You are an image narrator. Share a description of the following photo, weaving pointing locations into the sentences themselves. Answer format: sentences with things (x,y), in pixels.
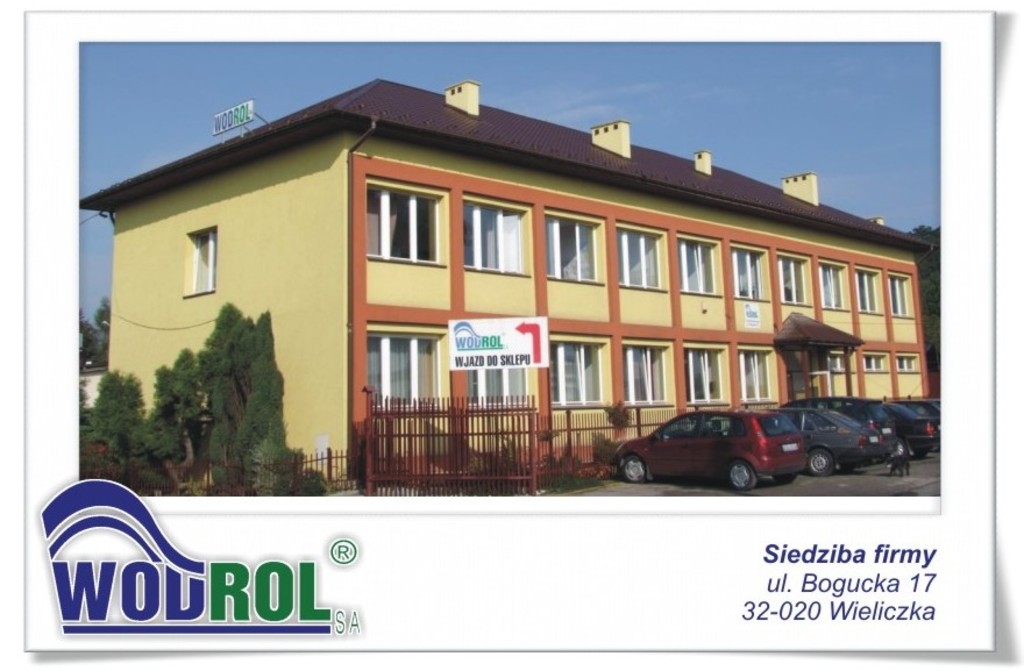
This image consists of a building (524,301) along with the windows (432,257). In the front (496,363), we can see a board (473,367) and a fencing (584,441). And there are cars (785,466) parked on the road (780,482). On the left (214,397), there are trees (187,434). At the top (185,80), there is sky (186,86).
